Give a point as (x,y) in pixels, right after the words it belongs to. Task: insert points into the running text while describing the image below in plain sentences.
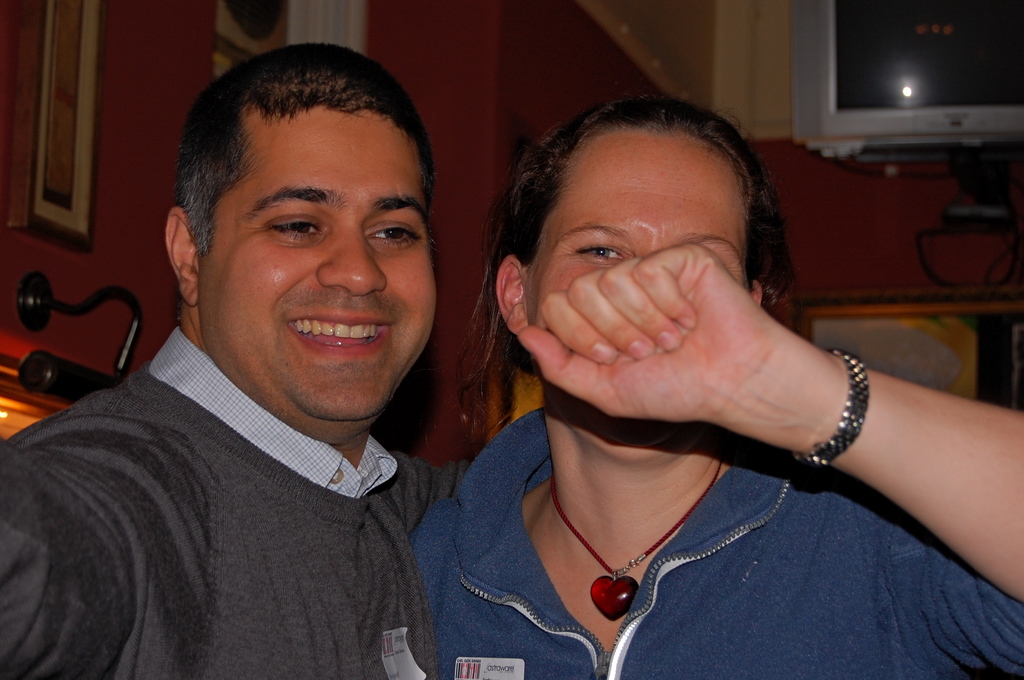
This image consists of two persons (374,286). This looks like a room (4,338). There is light (9,419) on the left side (39,360).
